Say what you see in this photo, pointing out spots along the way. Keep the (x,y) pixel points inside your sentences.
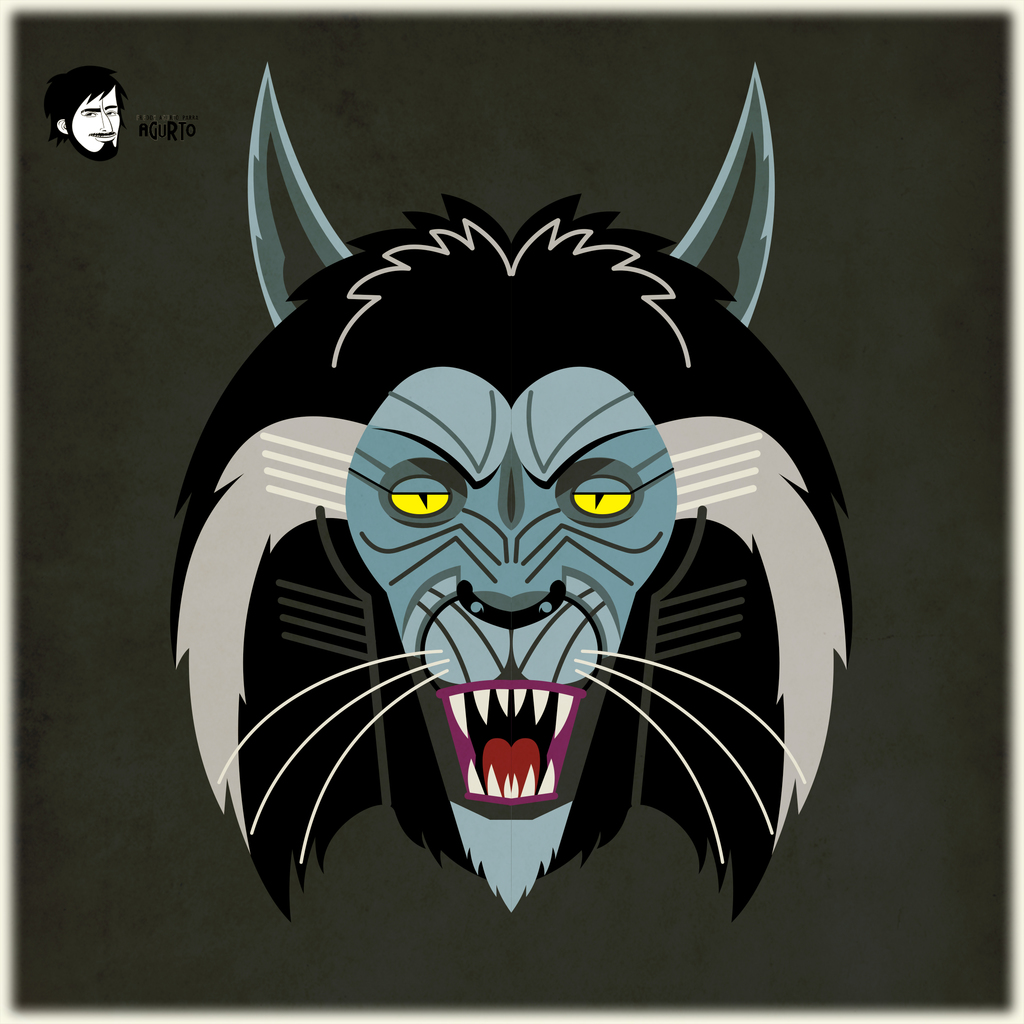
In the foreground of this picture (460,472), there is a cartoon face (532,599) of a lion (528,601) and the background (912,241) is black.
